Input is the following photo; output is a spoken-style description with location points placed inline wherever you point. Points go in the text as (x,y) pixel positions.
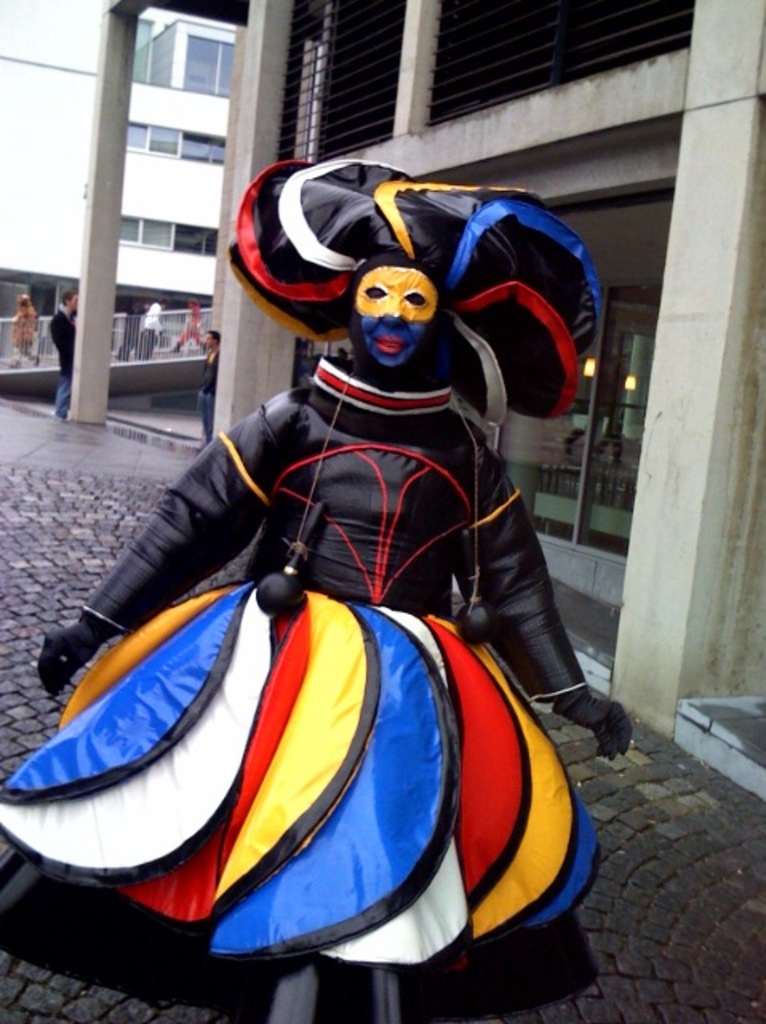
In the image there is a person (404,364) standing in the front (425,469) in a black and colorful costume (407,695) with a building (714,167) behind him, on the left side (191,327) there are few people (147,327) walking.
